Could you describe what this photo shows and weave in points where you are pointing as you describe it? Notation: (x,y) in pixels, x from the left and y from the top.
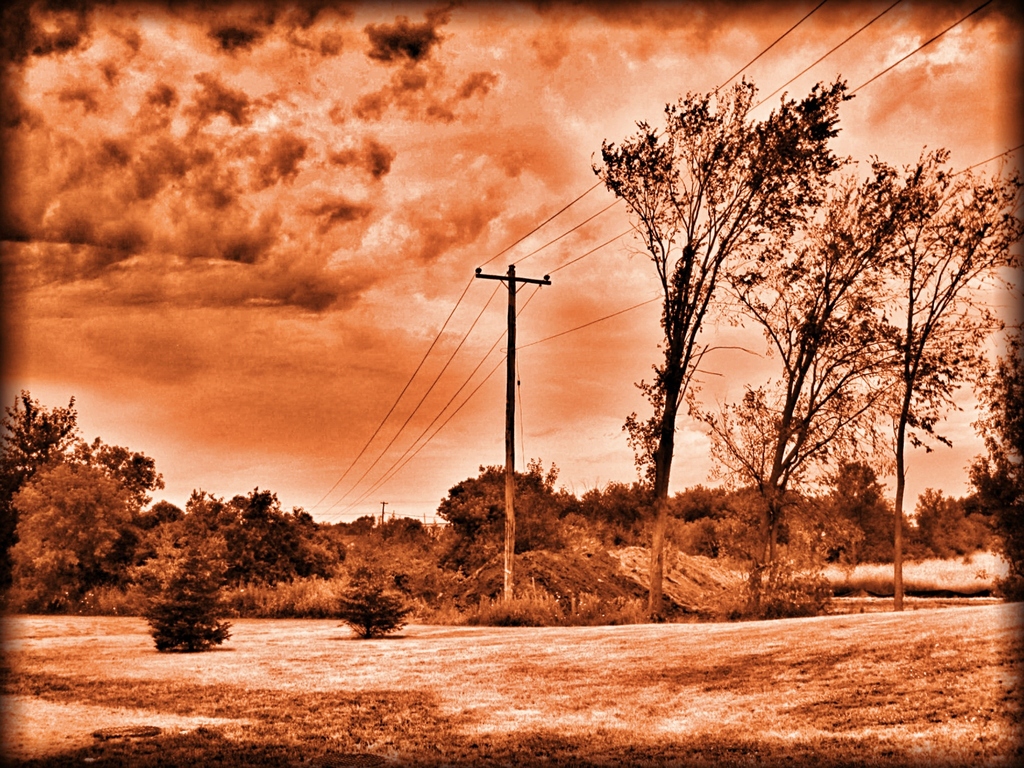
This image is taken outdoors. It is an edited image. At the bottom of the image (345,682) there is a ground (398,677) with grass (729,684) on it. At the top of the image (227,175) there is a sky (344,177) with clouds (600,192). In the background (907,581) there are many trees (395,563) and plants (768,602) and there is a pole (477,279) with wires (477,370).
